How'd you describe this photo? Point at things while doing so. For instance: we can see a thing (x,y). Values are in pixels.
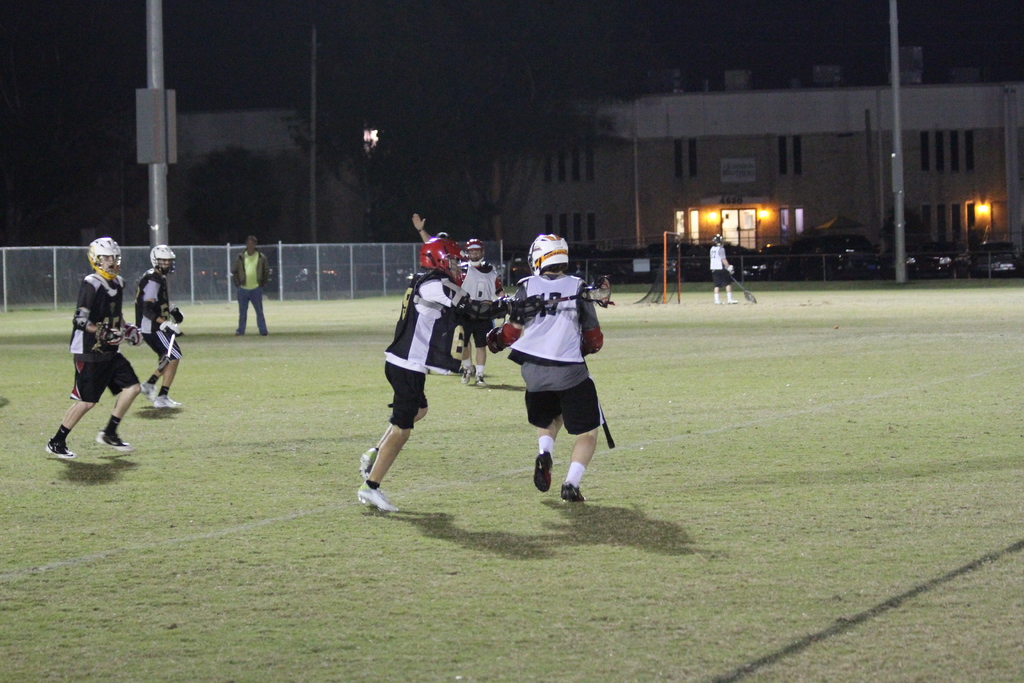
In this image there are a few people (561,410) standing on the ground (340,451) and a few (409,356) running. They are wearing helmets (153,264) and holding sticks (167,350) in their hands (496,331). There is grass (649,459) on the ground (666,411). Behind them there is a fence (325,266). Behind the fence (31,269) there is a pole (156,78). In the background (731,132) there are buildings (245,121) and trees (240,174).
